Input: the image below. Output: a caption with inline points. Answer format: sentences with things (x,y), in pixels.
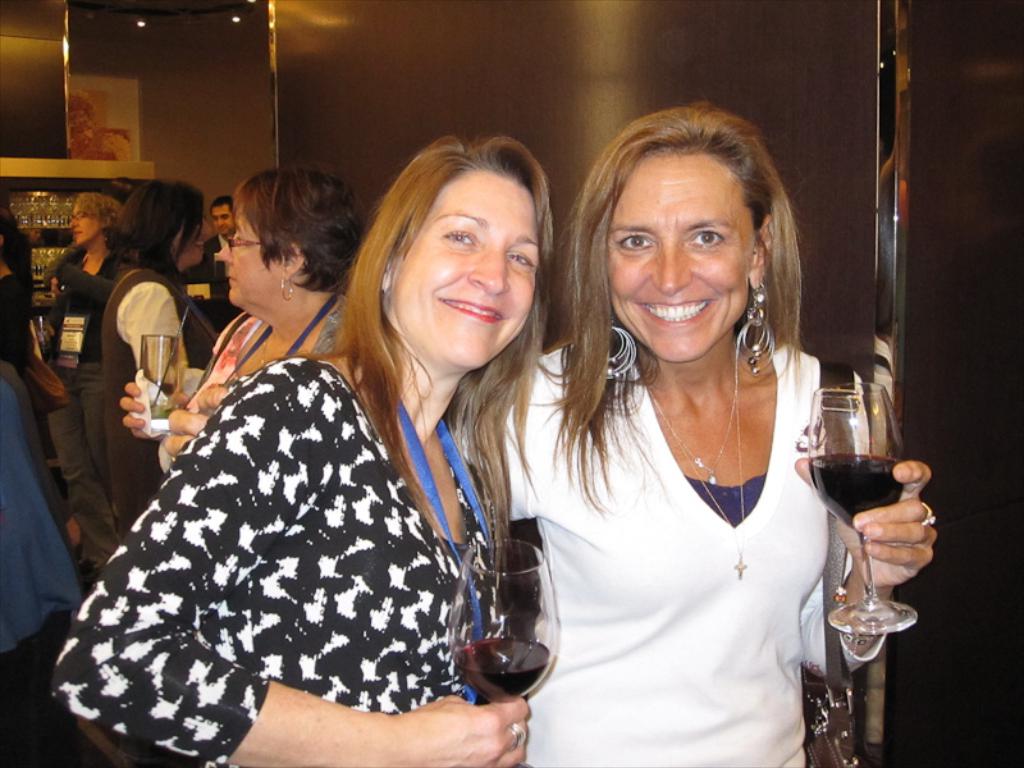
This image is clicked inside a restaurant (913,334). In the front (602,504), there are two women (434,534). Both are holding a wine glass (456,610) in their hands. To the right (683,661), the woman (680,665) is wearing white dress (705,634). To the left (310,561), the woman (330,587) is wearing black dress (288,523). In the background (251,193), there are many people (100,385).
